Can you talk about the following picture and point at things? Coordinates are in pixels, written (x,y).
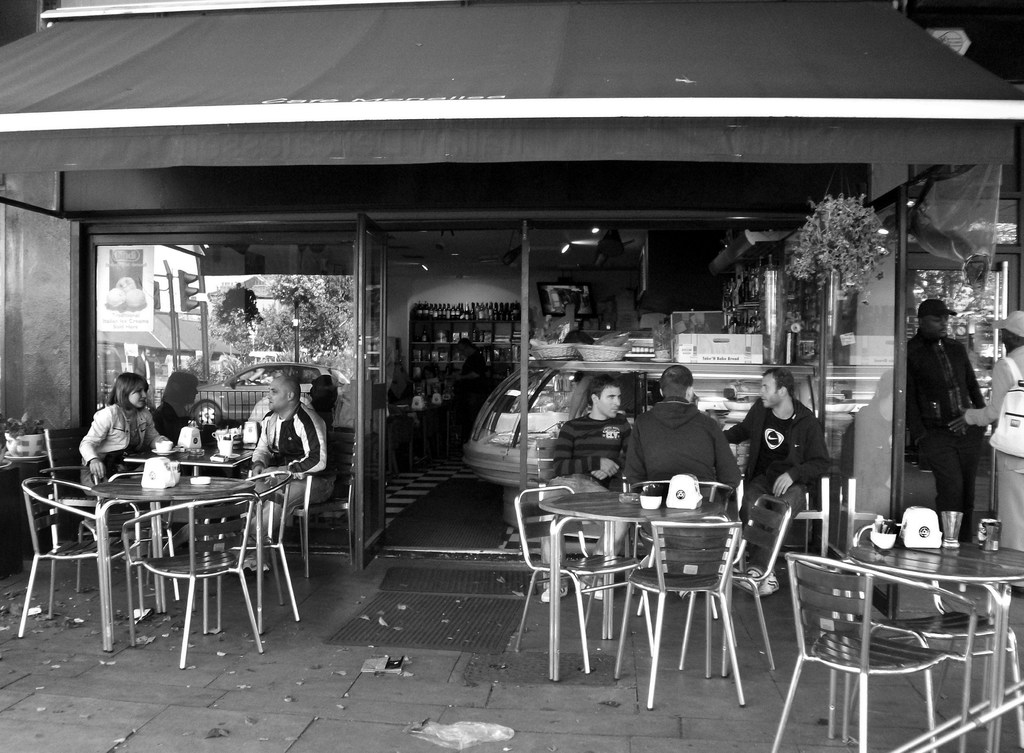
Here we can see a group of people (609,395) are sitting on the chair (712,499), and in front (669,507) there is the table (702,507) and some objects (649,509) on it, and here is the door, and here are the bottles (467,305).
